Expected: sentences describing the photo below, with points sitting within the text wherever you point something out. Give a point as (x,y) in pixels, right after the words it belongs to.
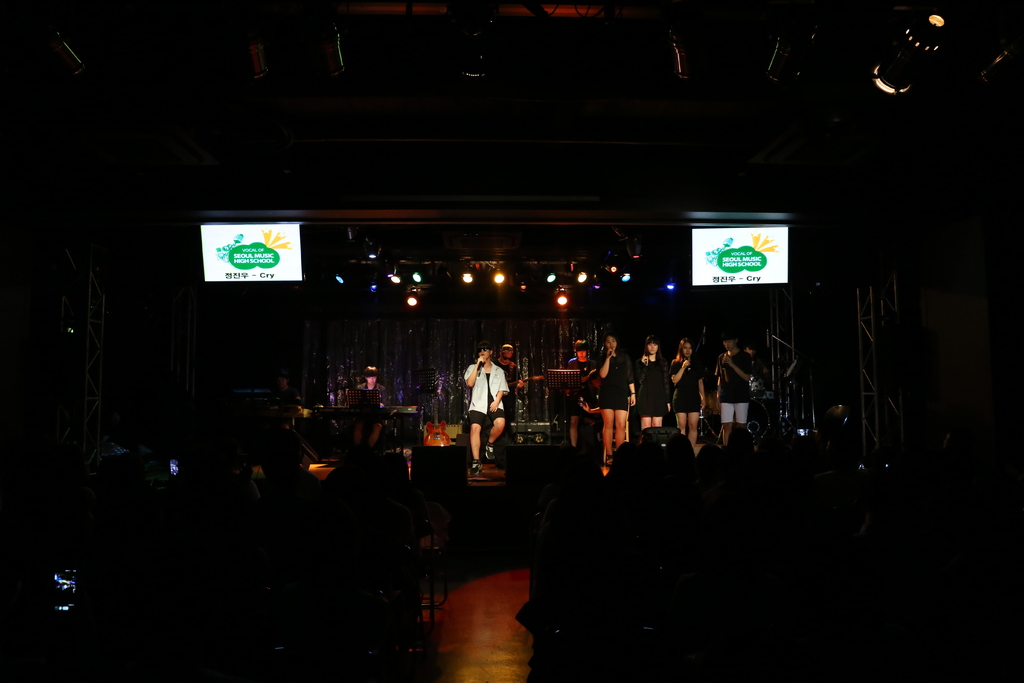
At the bottom of the image (556,477) there are few people (683,464) sitting. In front of them there is a stage (339,376). On the stage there are few people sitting and few people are standing. Above them there are lights (989,73).
